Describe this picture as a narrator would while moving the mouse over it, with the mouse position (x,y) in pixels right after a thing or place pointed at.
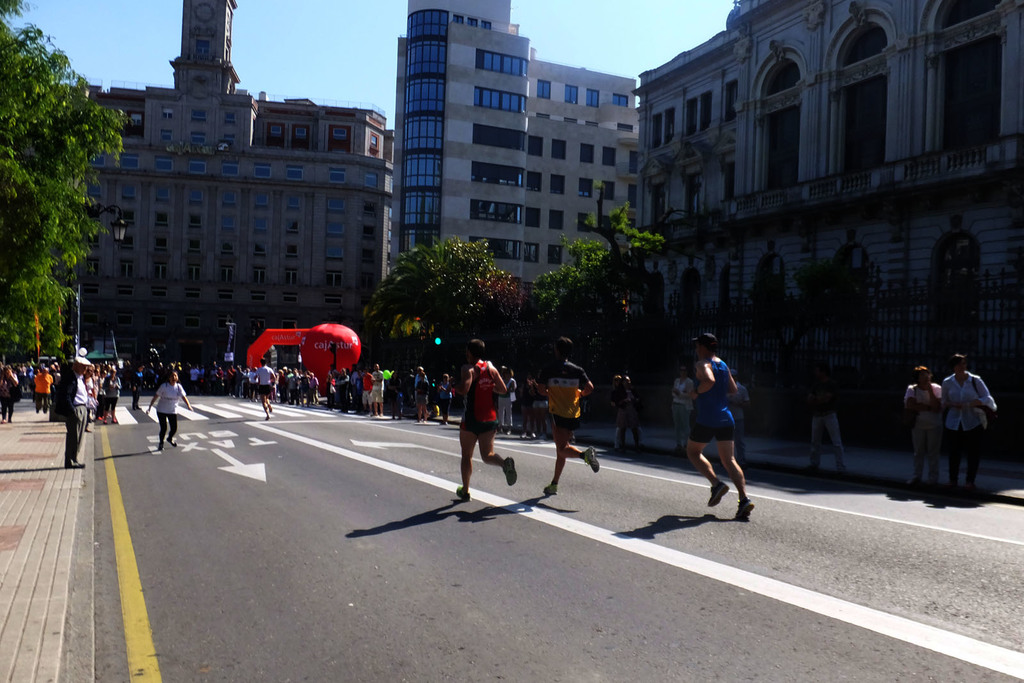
In the foreground of this image (608,492), there are few men (739,485) running on the road (540,615) and also few people (736,417) standing. In the background (410,384), there are people (353,372) standing, an inflatable object (335,332), few trees (445,294), buildings (310,133) and the sky (303,53).
